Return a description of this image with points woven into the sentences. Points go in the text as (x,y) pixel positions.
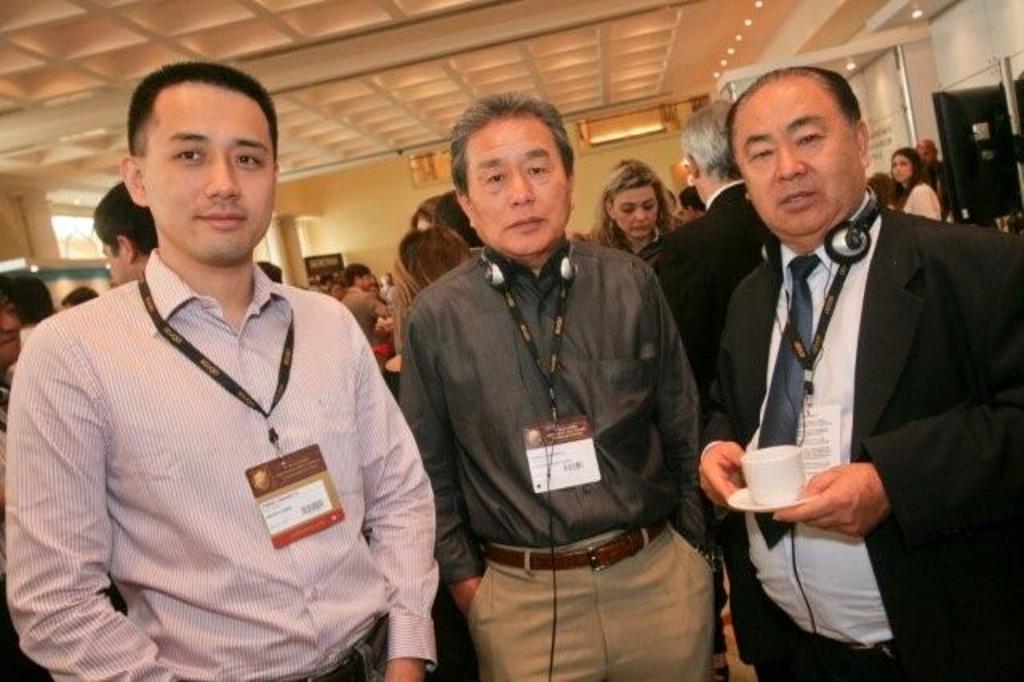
In this image, we can see three people (254,498) are watching and standing. Background (749,226) we can see a group of people (715,257), some objects (983,211), wall (380,233). Top of the image (612,91), we can see the ceiling (593,92) and lights (738,40). On the right side of the image (899,482), we can see a person (905,561) is holding a saucer (739,504) with cup (766,489).
